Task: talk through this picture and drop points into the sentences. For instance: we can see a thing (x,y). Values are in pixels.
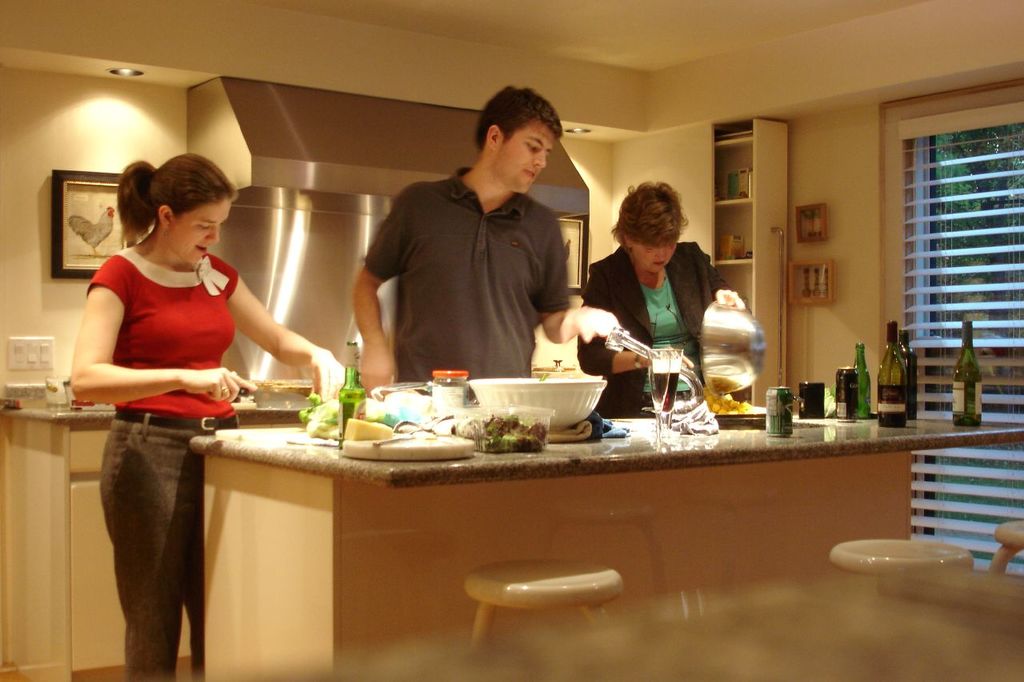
We can see frames (80,184) over a wall (50,217). These are cupboards (755,183). This is a chimney (377,156). On the kitchen platform (851,430) we can see bottles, containers (459,403), bowl (550,389), glasses (656,376) with drinks (668,403) in, tins (854,411). Here we can see a woman (662,282) transferring food (736,401) from one bowl (731,386) to a plate (738,418). This woman (231,375) is cutting vegetable (318,405) with a knife (276,403). These are stools (558,601). This is a switch board (29,362).
